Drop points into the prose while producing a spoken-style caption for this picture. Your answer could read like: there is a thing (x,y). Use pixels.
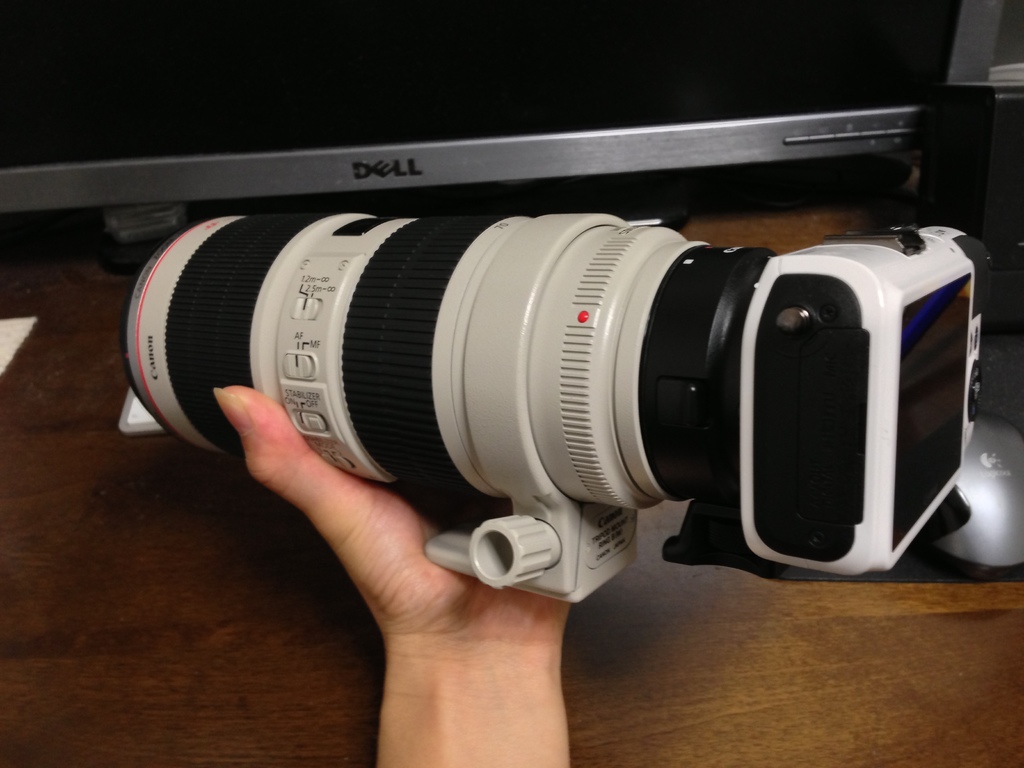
In the center of the image (500,305) we can see a person's hand (323,464) holding a camera (595,400), behind it there is a computer (473,116). At the bottom (293,689) there is a table (117,653).
